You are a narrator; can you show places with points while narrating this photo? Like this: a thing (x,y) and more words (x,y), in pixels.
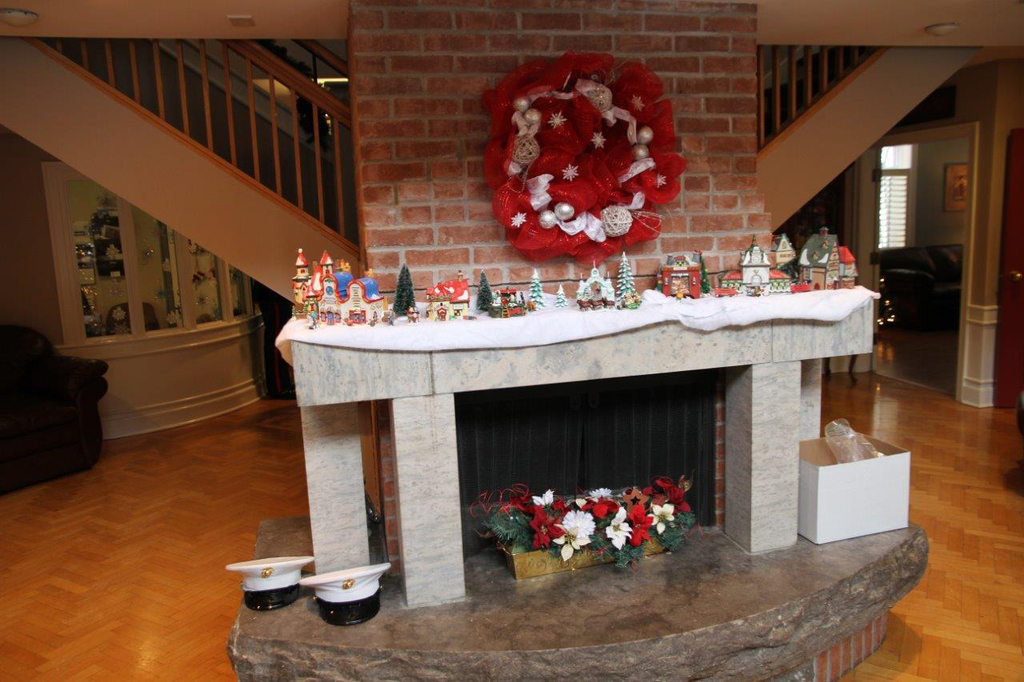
In this image we can see a chimney area (662,223) of a house (658,72). Beside the area (339,352) one white color box (806,508), flower pots (533,549) and two hats (302,582) are there. On the wall (670,210) one red color thing (529,216) is attached, in front of it so many toys (360,299) are present. Right side of the image (957,254) one room (928,258) is there, in room (920,276) one sofa (925,266) is present. Left side of the image (87,376) one sofa (51,387) is there. The floor (165,463) is furnished with wood (940,447).
